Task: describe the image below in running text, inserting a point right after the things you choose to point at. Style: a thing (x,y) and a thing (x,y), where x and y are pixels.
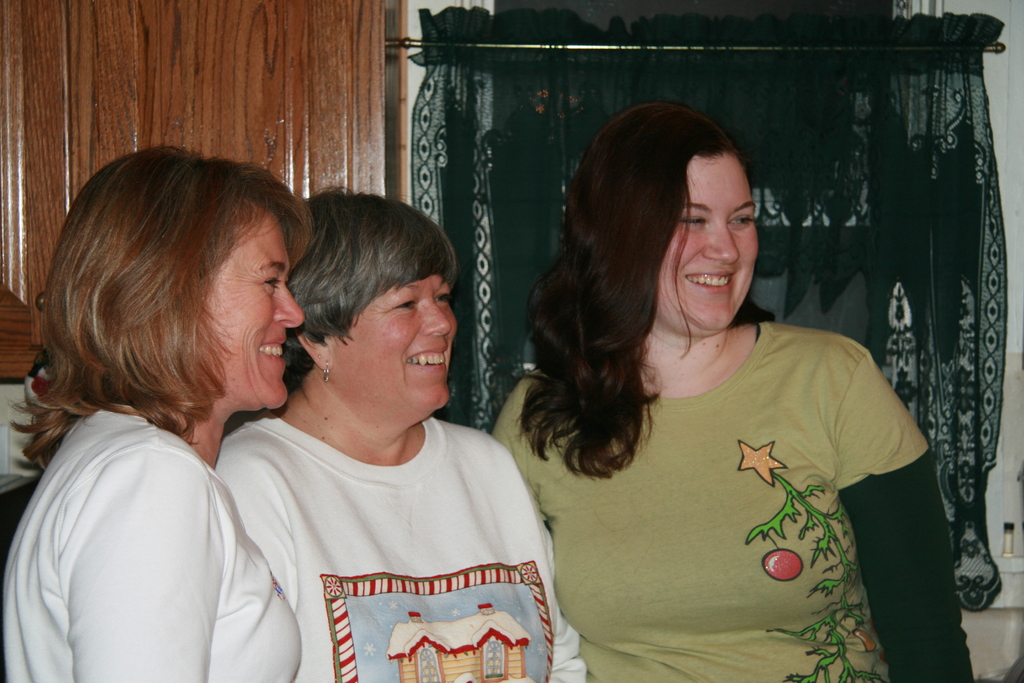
In the foreground of the image (59,641) there are women (817,467) standing and laughing. In the background of the image (411,23) there is a wall (952,2). There is green color curtain (507,99). There is a wooden panel (134,93).
